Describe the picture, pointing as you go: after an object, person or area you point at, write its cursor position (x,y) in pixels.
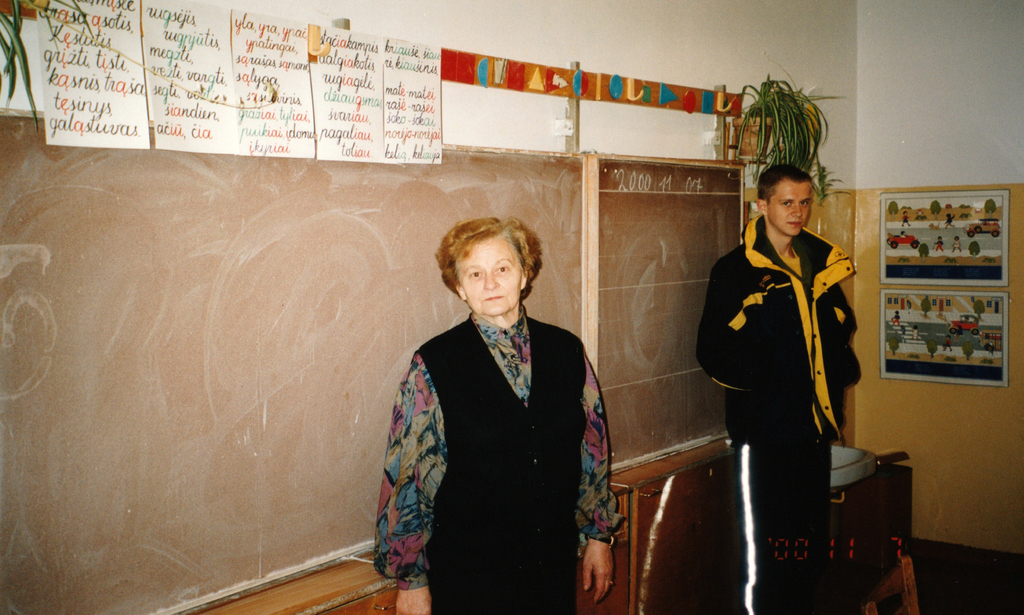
In this image we can see a man (782,373) and a woman (599,491) standing and behind these two people (718,360) we can see the boards (514,178) and we can also see the text (94,98) written on the papers (292,81) which are attached to the wall (534,118). We can also see the flower pots (817,125) and frames (936,272). In the bottom right corner (802,558) we can see the numbers (844,542).
